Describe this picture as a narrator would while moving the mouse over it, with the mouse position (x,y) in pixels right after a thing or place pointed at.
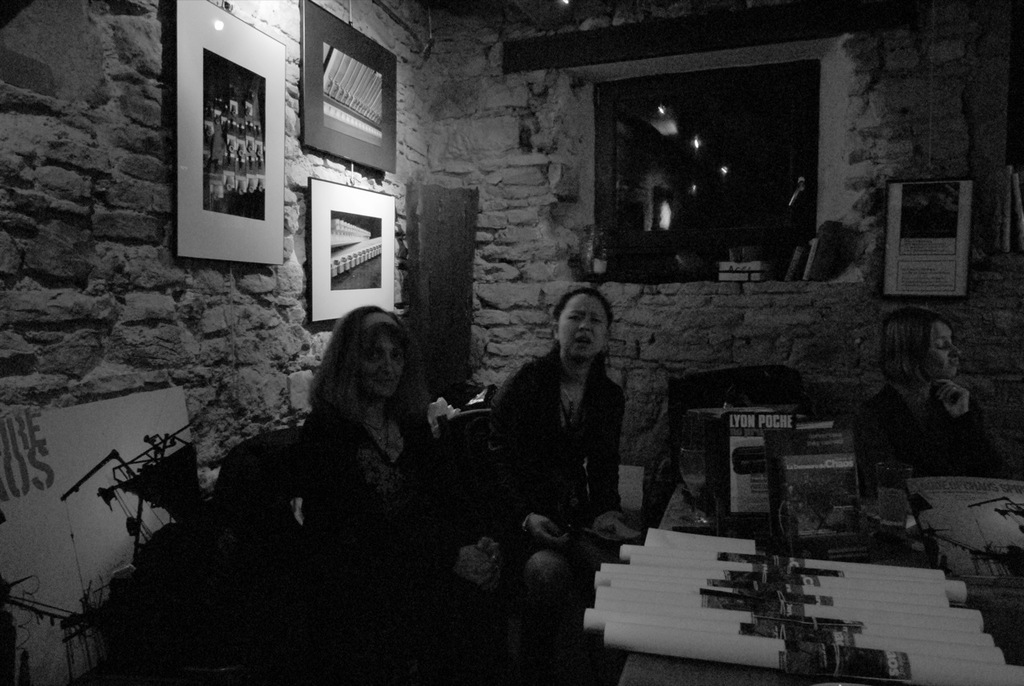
This is black and white picture, there are three women (448,473) sitting and we can see glass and objects (1023,567) on the table (718,678). In the background (562,26) we can see frames (337,246) on the wall (866,265) and window (777,267) and we can see objects (745,256) on shelf (754,285).
